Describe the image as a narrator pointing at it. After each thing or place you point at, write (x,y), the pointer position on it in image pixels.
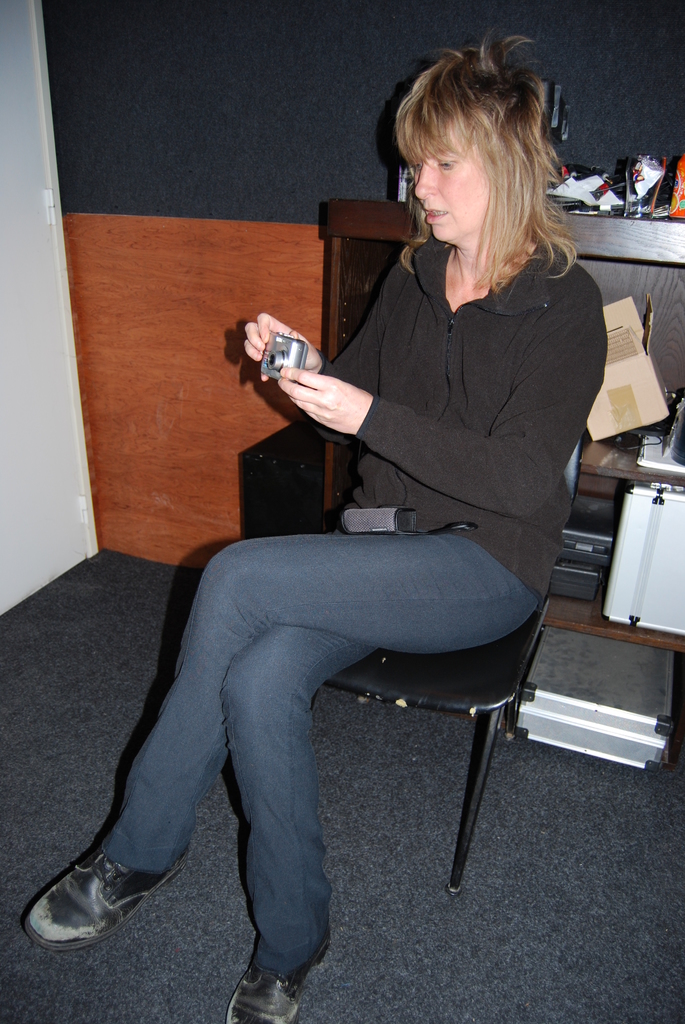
There is a woman (272,926) sitting on the chair (459,669) and she is holding a camera (278,355) with her hands (261,316). This is floor (560,930). In the background (635,403) we can see a cardboard (651,400), box (637,600), and devices (574,548). This is wall (229,209).
